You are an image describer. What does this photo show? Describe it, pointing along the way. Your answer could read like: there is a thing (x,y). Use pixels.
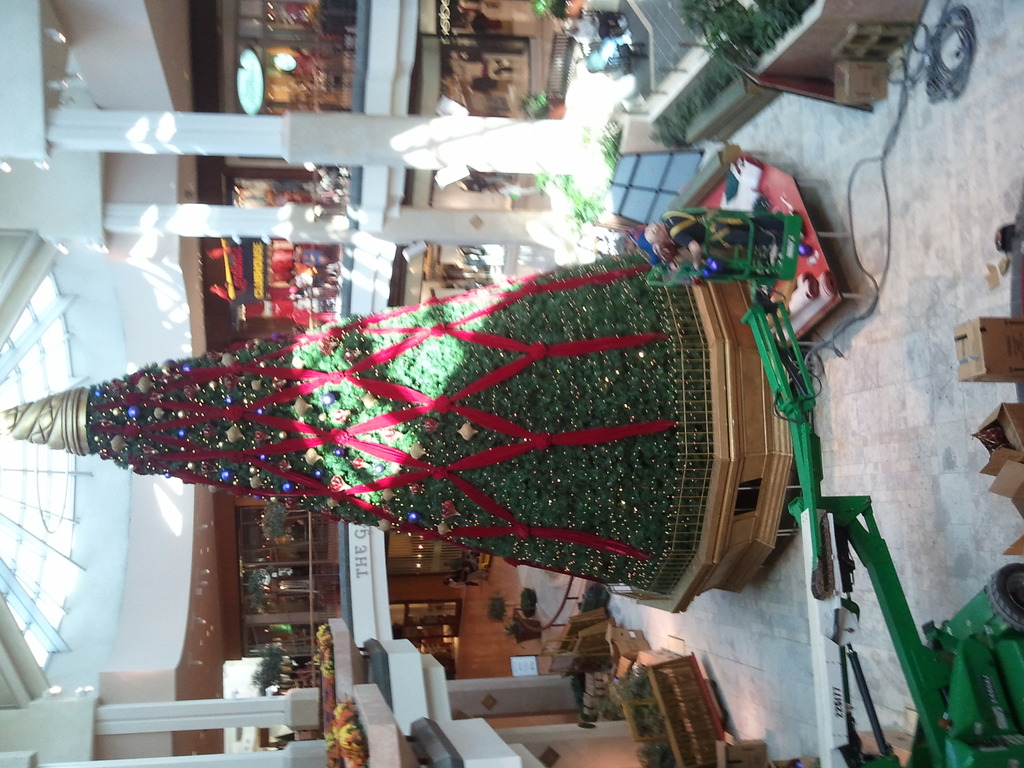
In this image I can see a Christmas tree (614,287) visible on the floor (869,414) and I can see plants (685,122) visible at the top (736,65) and I can see roof (51,282) visible on the left side (78,646) and I can see beams (225,712) and some other objects (836,627) visible at the bottom (387,739).
